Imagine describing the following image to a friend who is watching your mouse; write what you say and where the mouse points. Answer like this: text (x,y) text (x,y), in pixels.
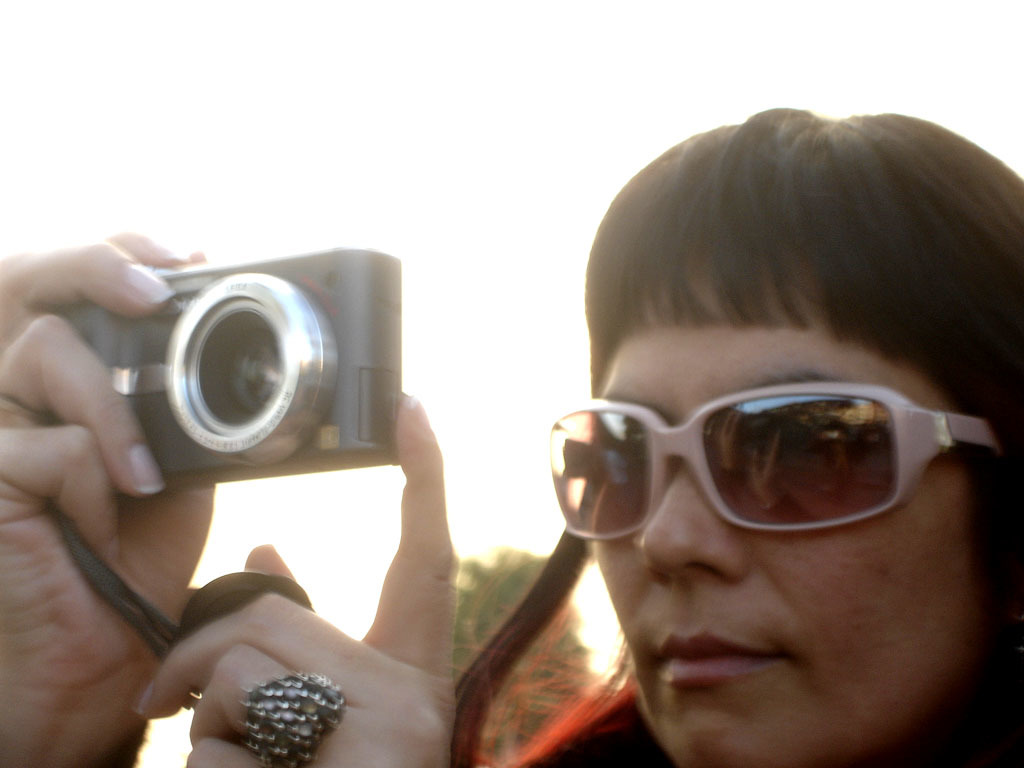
In this image I can see a person (1016,499) is holding the cam (229,436) with her hands (196,534). She wore goggles (765,499), at the top (455,24) it is the sky (457,117).
